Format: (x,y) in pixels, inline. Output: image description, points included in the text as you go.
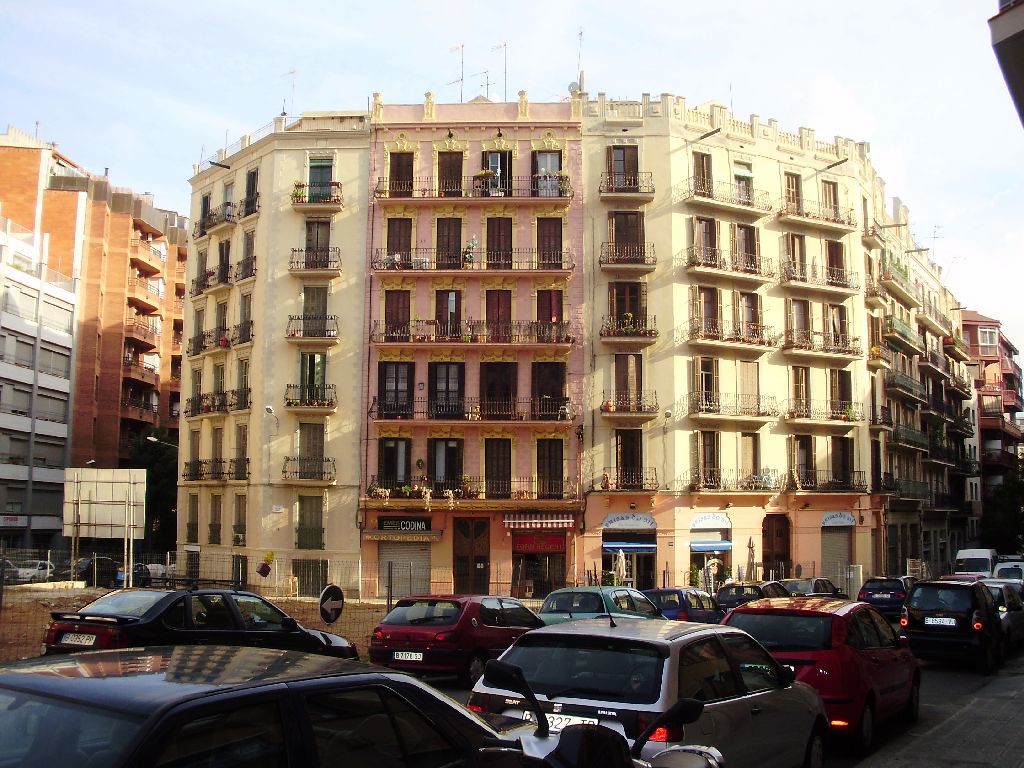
In this image there are cars (646,628) on a road (836,762), in the background (213,232) there is a buildings (664,253) and a board (66,497) and the sky (917,107).
